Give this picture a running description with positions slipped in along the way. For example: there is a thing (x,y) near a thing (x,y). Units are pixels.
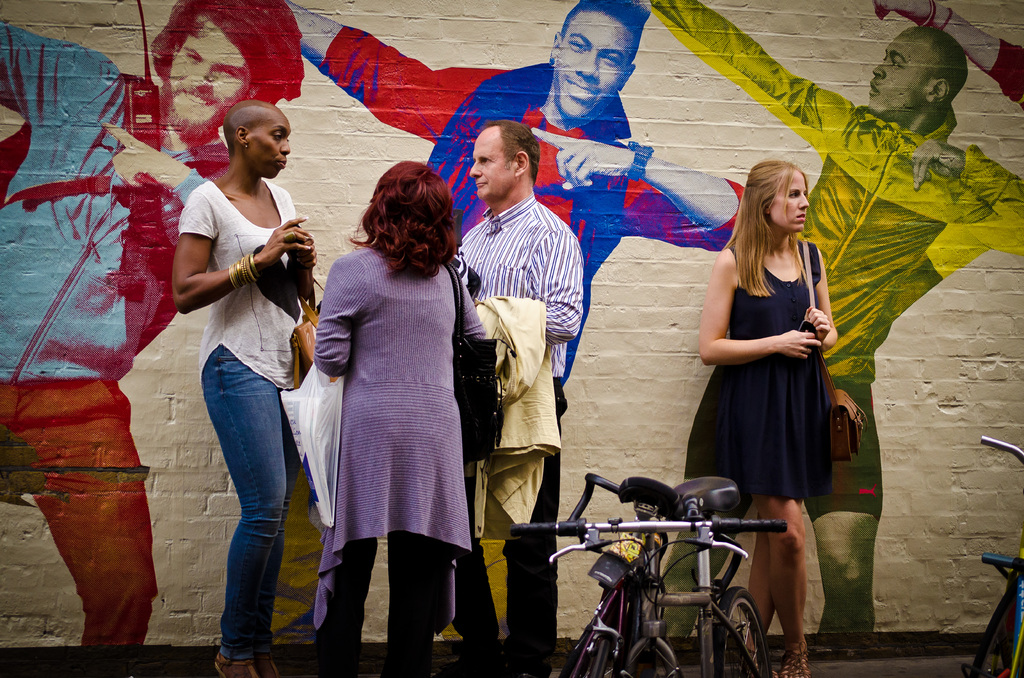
In the foreground of the picture (427,329) there are people (369,328) and bicycles (621,557). In the background (503,54) there is a wall (604,80), painted with human figures (600,150).
